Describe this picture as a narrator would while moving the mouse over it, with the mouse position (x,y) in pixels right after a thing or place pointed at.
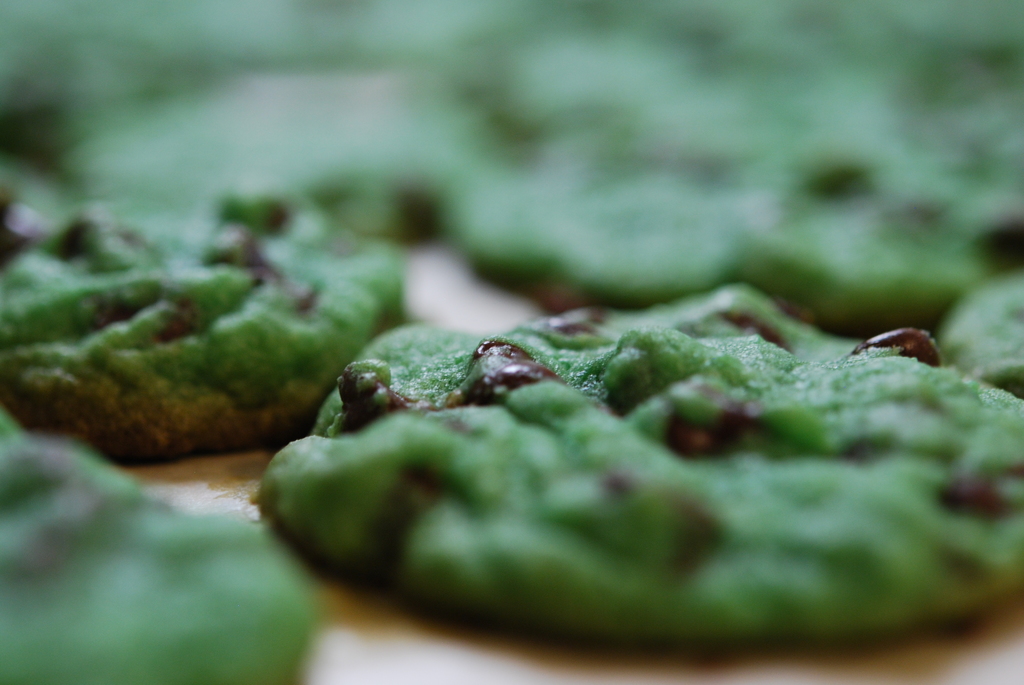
In this picture we can see a few food items (283,259) on a wooden surface (765,676). Background (115,28) is blurry.
